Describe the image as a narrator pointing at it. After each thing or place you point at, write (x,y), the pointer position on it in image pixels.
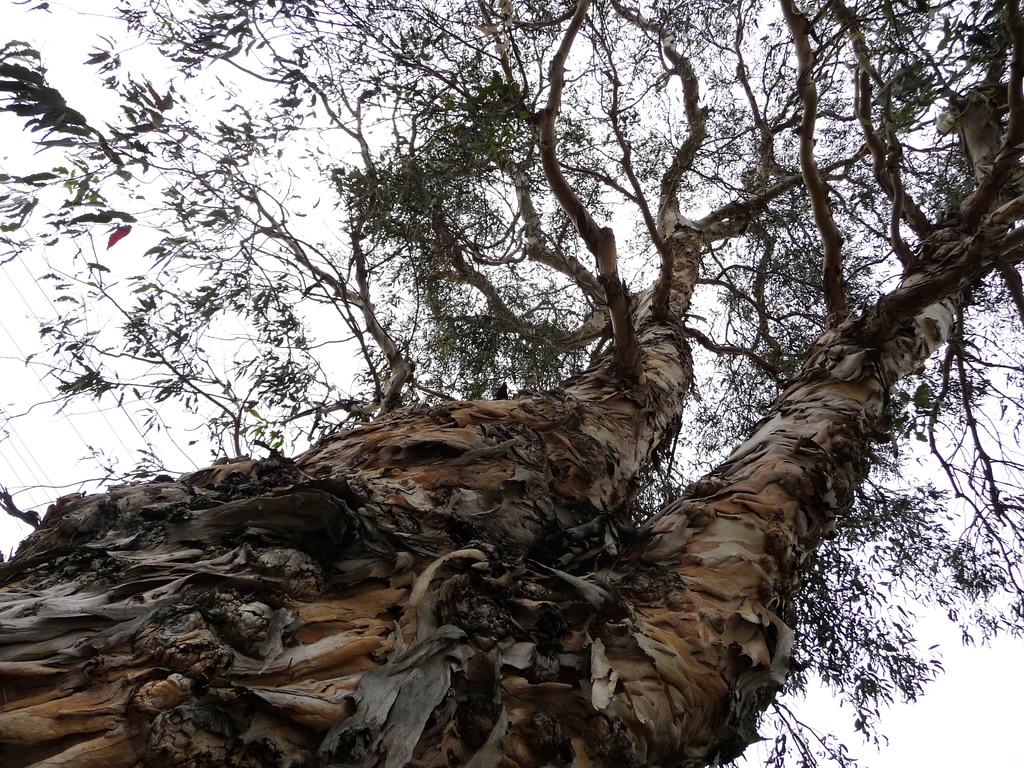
In this picture we can observe tree (660,619) which is in brown color. In the background (157,212) there is a sky (322,134).
